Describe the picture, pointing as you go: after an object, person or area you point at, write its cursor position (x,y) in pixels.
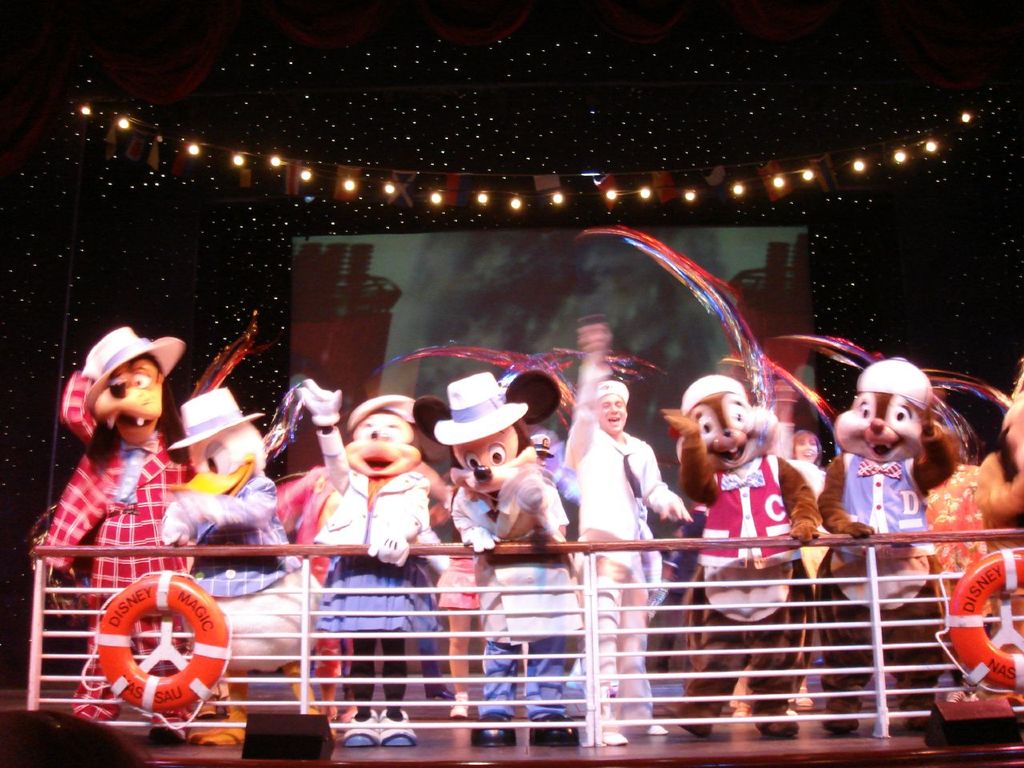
In this image, we can see few people (509,478) wore different costumes (1013,500) and standing on the floor (747,740). Here we can see railing (417,702), tubes (134,687). Background (420,333) there is a screen (473,322), lights (895,156), banner (614,177).
